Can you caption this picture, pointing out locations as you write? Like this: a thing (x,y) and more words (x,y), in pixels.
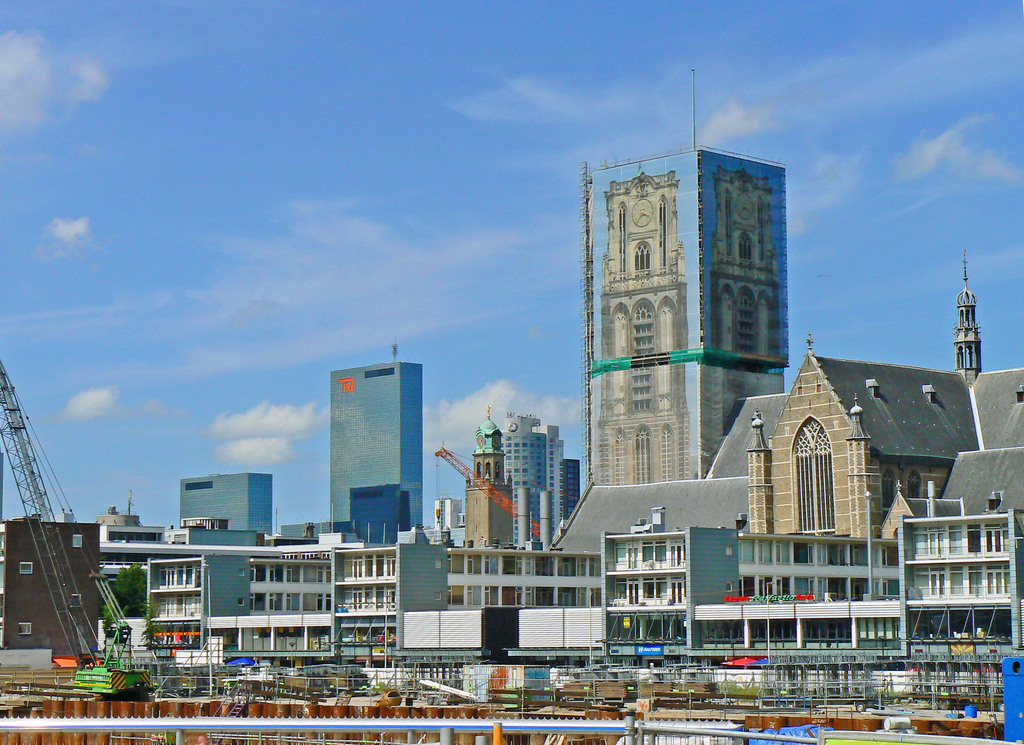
As we can see in the image there are buildings (522,437), windows (793,621), current pole (766,604), sky (268,189) and clouds (310,281).
